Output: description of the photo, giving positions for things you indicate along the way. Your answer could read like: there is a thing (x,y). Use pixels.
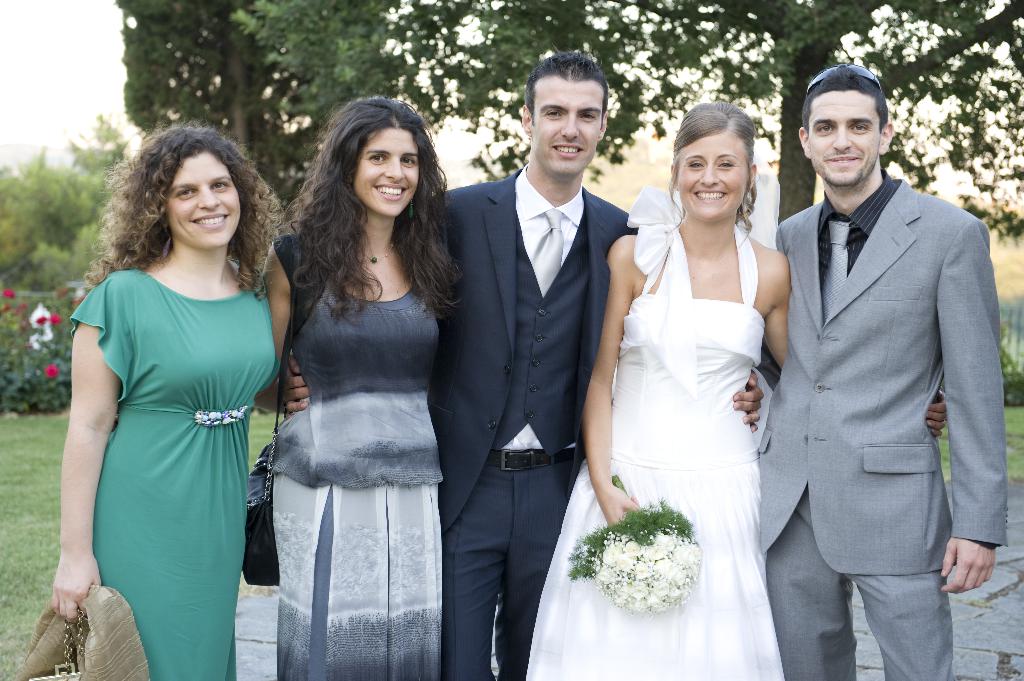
In this image we can see three women (676,370) and two men (904,278) are standing and smiling. Two men (830,367) are wearing suits (584,277), one woman (655,257) is wearing white color gown (727,496) and holding flower (645,553) in her hand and the other one is wearing grey color dress (365,479) with black bag (262,498) and the third one is wearing green color dress (190,469) and holding scarf (119,652) and bag (70,674) in her hand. Background of the image (37,367) trees (305,91) and plants (50,338) are present. The land (25,515) is full of grass (25,551).
